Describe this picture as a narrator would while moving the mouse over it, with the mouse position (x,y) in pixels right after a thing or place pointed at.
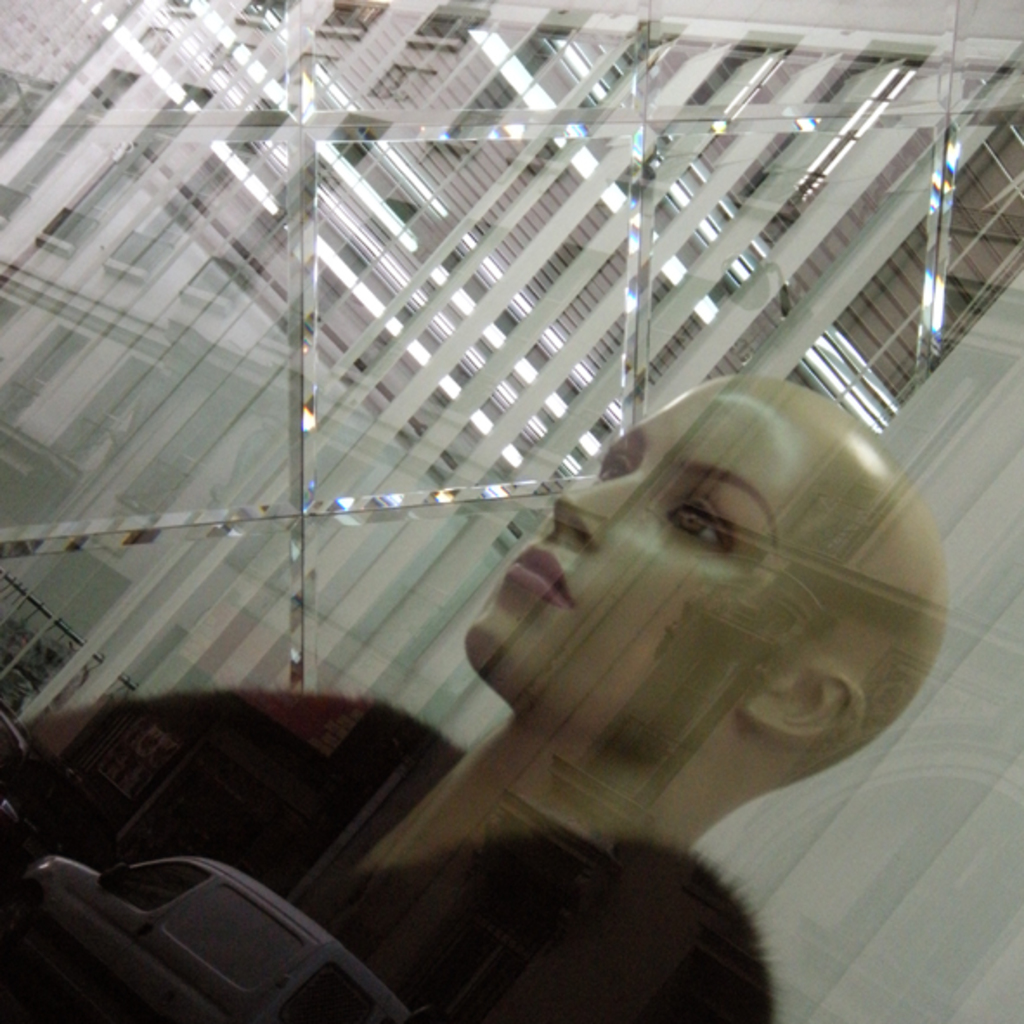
In the foreground of this image (370,837), there is a mannequin (522,956) inside the glass (593,767) and in the reflection (362,985), there is a vehicle (176,951) moving on the road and the wall (355,795) of a building (477,957) and in the background (976,235), there is a window blind (667,363).
